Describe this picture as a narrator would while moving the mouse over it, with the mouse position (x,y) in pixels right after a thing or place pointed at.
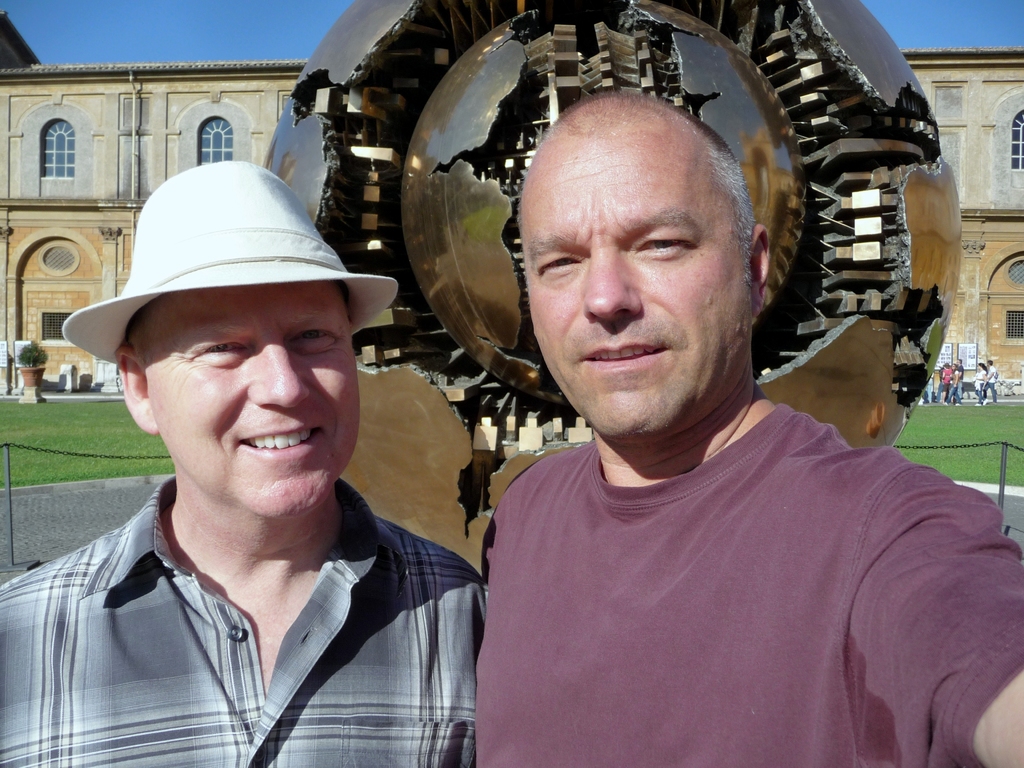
There are two persons (516,566) standing at the bottom of this image (473,558) and there is a steel object (494,67) at the top of this image (545,62) and there is a building (115,165) in the background (958,300). There are some persons (985,390) standing on the right side of this image (995,390) and there is a plant (25,365) on the left side of this image (34,374).
